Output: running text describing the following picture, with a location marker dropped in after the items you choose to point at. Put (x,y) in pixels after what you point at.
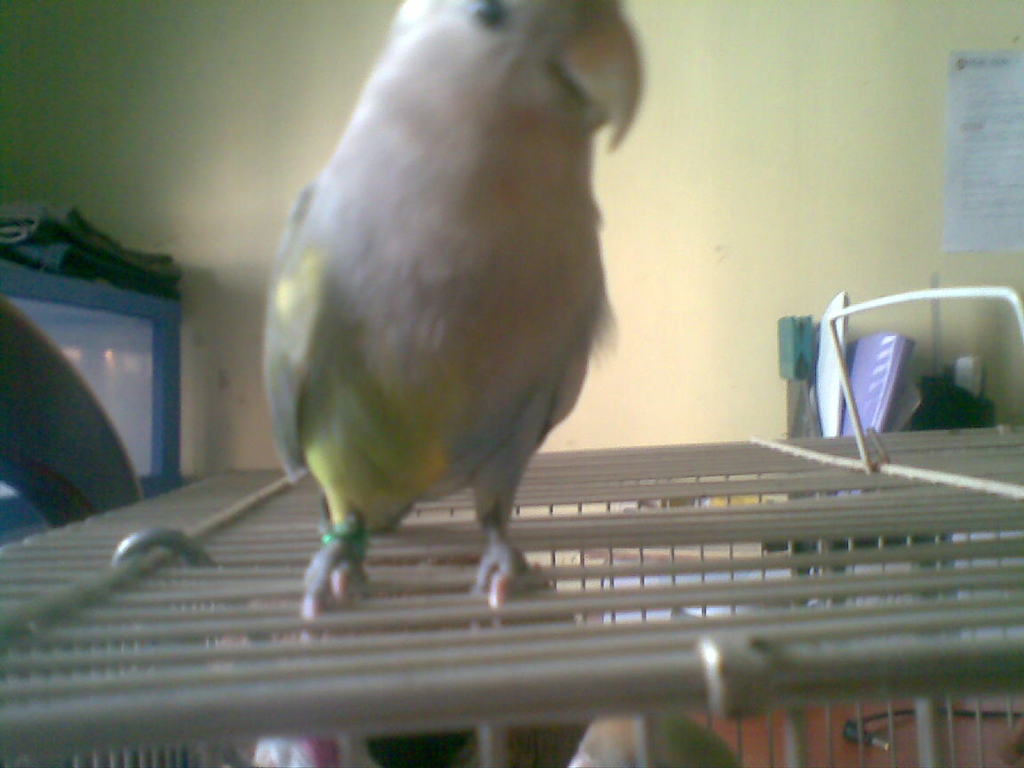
In this picture I can see a parrot (481,391) on the metal grill (951,461) and I can see a storage drawer (121,299) on the left side of the picture (112,295) and few papers (834,396), books (862,395) and a poster (959,213) on the wall (927,215) on the right side of the picture (1010,225).
